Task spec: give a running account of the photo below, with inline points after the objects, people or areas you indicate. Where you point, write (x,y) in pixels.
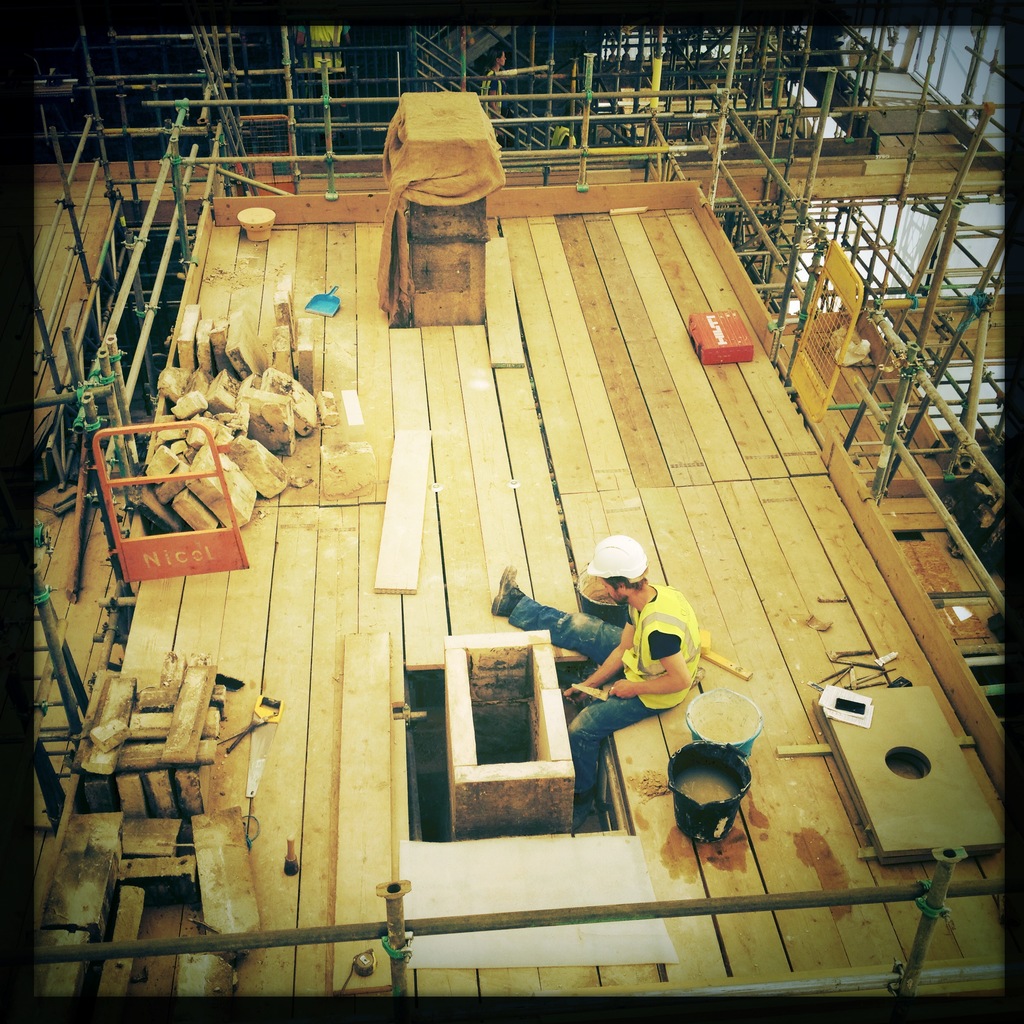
This is a photo and here we can see a building (216,264) under construction and there are railings (758,160), boards (412,509), buckets (682,785), stands (217,472), stones (256,409) and we can see a person (636,618) wearing a safety jacket (651,608) and a helmet (643,570) and we can see some other objects (276,718).
